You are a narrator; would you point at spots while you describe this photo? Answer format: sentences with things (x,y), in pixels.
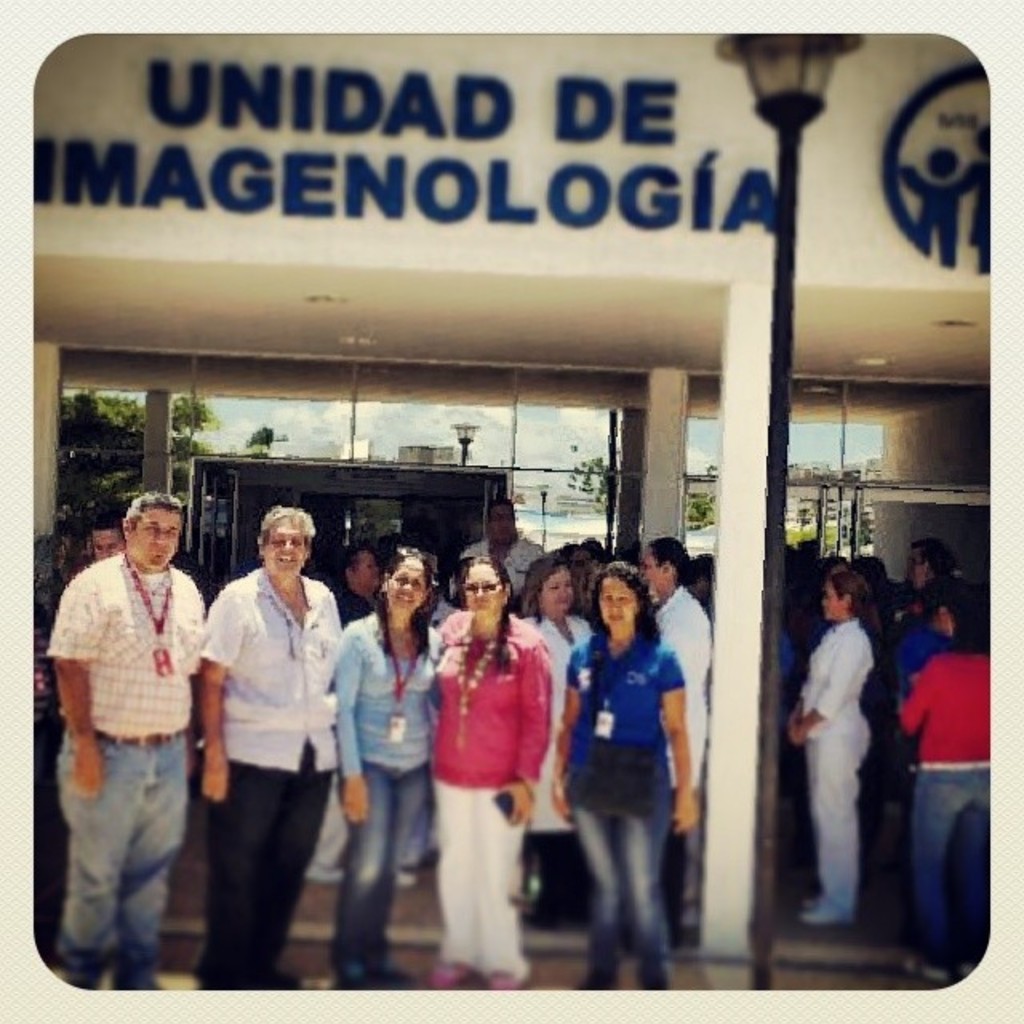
In the center of the picture (483,548) there are people (857,642) standing. On the right (764,577) there is a street light (789,62). In the background (400,323) there is a building (733,399). The picture is blurred at the edges. In the center of the background (560,453) there are mirrors (94,477).
